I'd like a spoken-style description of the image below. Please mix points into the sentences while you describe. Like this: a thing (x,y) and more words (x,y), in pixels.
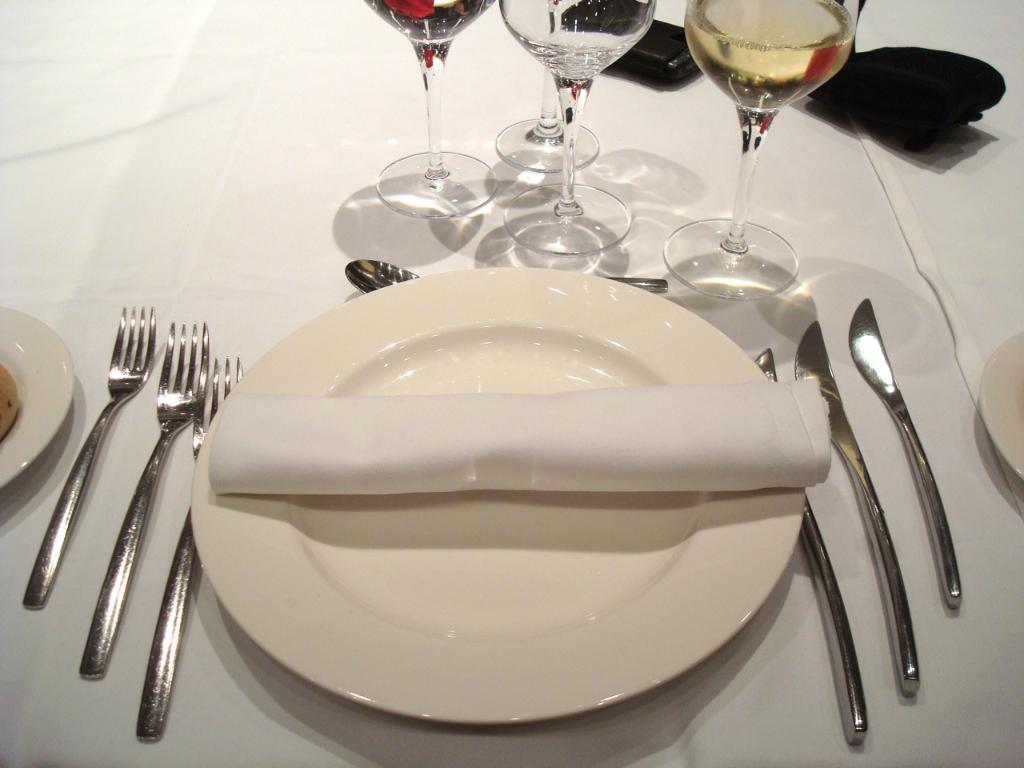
In this image we can see plates (319,605), glasses (534,146), forks (127,528), spoon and some other objects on the table (534,97).
